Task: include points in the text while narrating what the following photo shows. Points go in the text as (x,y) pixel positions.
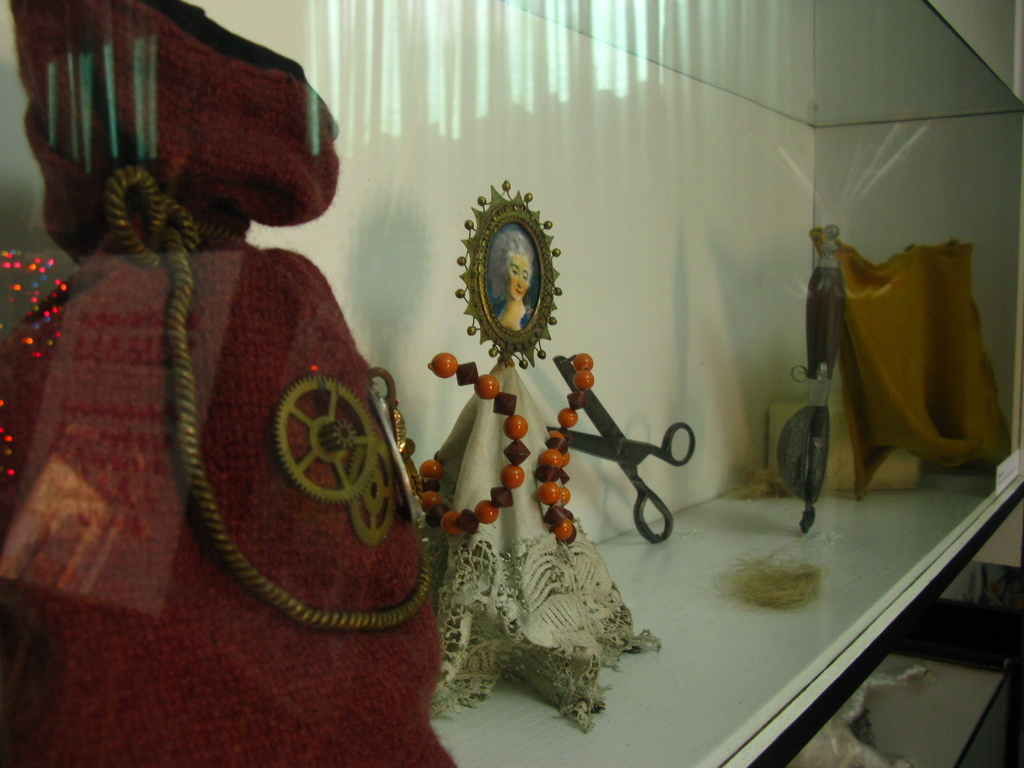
In the foreground of this image (188,236), there is a red bag (242,504), scissor (640,455) and few show case objects (486,284) inside the glass (741,298).
